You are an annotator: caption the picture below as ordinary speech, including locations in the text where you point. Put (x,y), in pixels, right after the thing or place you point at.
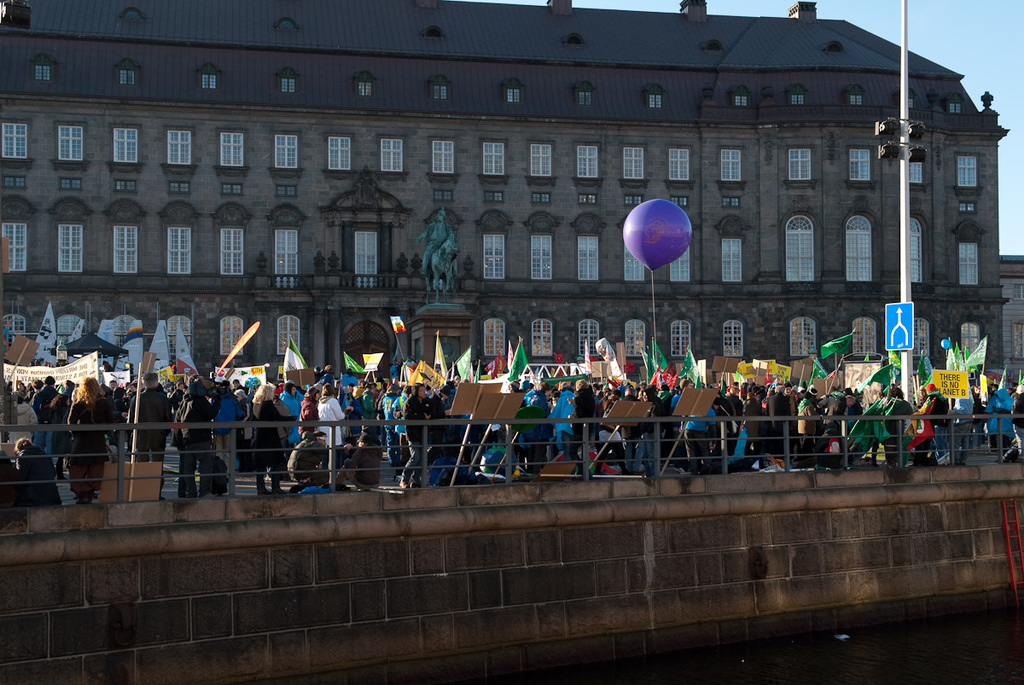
In this image there is the sky (1000,52), there is a building (349,152) truncated, there are windows (583,162), there are doors (358,247), there are groups of persons (540,391), there are flags (524,366), there is a wall (586,556), there is a pole (905,101), there is a balloon (635,241), there is a board (894,322), there is a person (1020,447) truncated towards the right of the image (1011,421), there is a building (1018,286) truncated towards the right of the image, there is a person (21,470) truncated towards the left of the image (15,467).
